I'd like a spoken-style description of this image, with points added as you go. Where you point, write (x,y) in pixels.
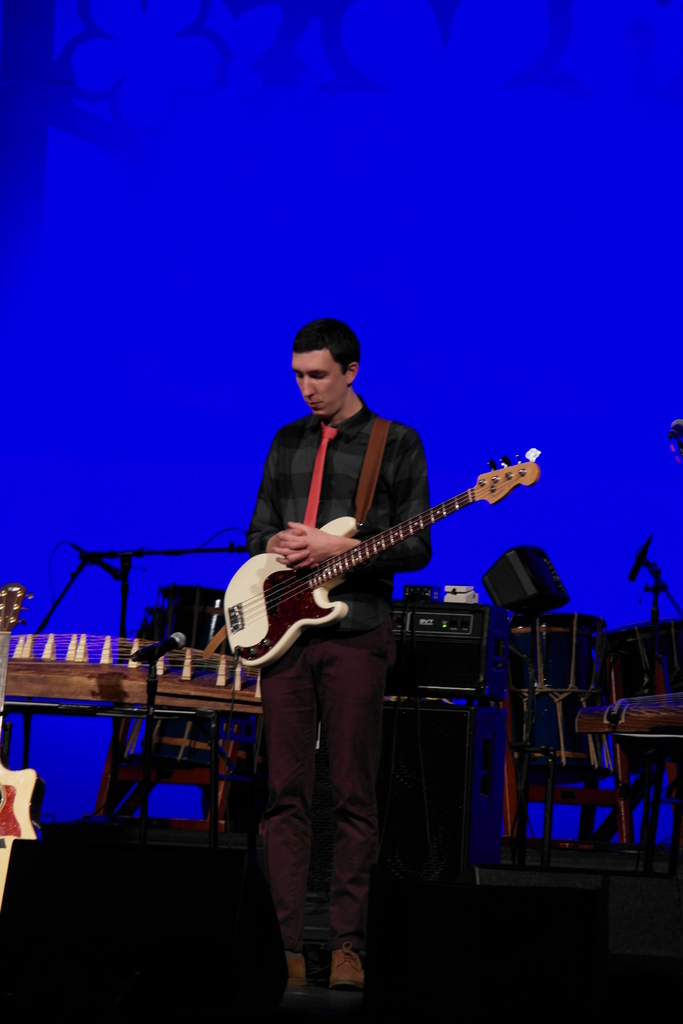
The picture is taken in a musical concert where a guy (287,514) is holding a guitar (273,570) with both his hands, in the background (195,590) we observe many musical instruments (178,614) like table (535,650) and black sound system boxes (486,648). The background (53,773) is blue in color.
